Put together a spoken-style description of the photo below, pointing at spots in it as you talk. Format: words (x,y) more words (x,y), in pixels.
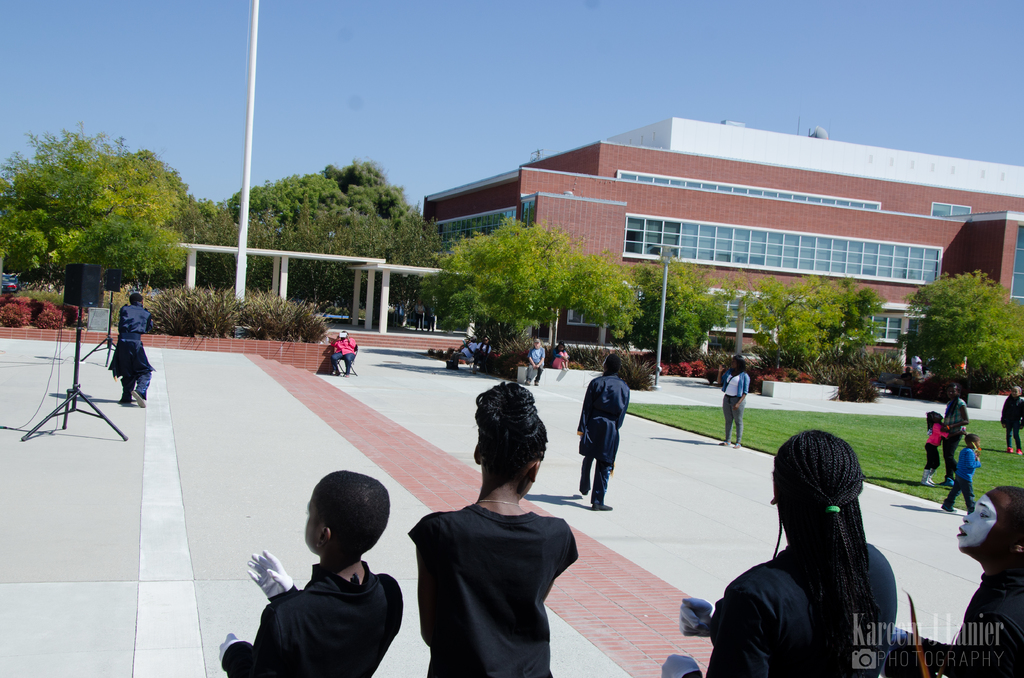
At the bottom of the image (851,550) we can see persons (603,485) standing randomly on the ground (766,446) and floor (349,454). At the top of the image (493,217) we can see building (680,223), trees (128,177) and sky (771,71).
